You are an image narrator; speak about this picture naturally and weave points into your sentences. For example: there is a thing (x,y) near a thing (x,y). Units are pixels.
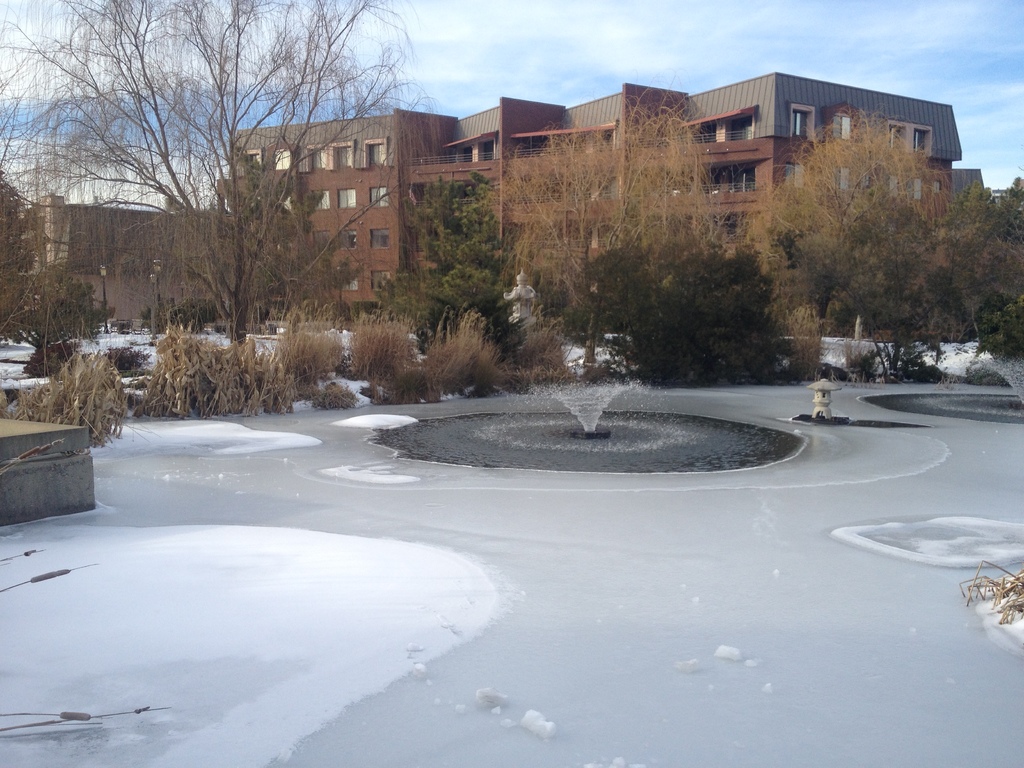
In this image, we can see two water fountains (629,414), there are some plants (999,241) and trees (291,281), we can see some buildings (730,222), at the top (798,61) we can see the sky (928,1).
